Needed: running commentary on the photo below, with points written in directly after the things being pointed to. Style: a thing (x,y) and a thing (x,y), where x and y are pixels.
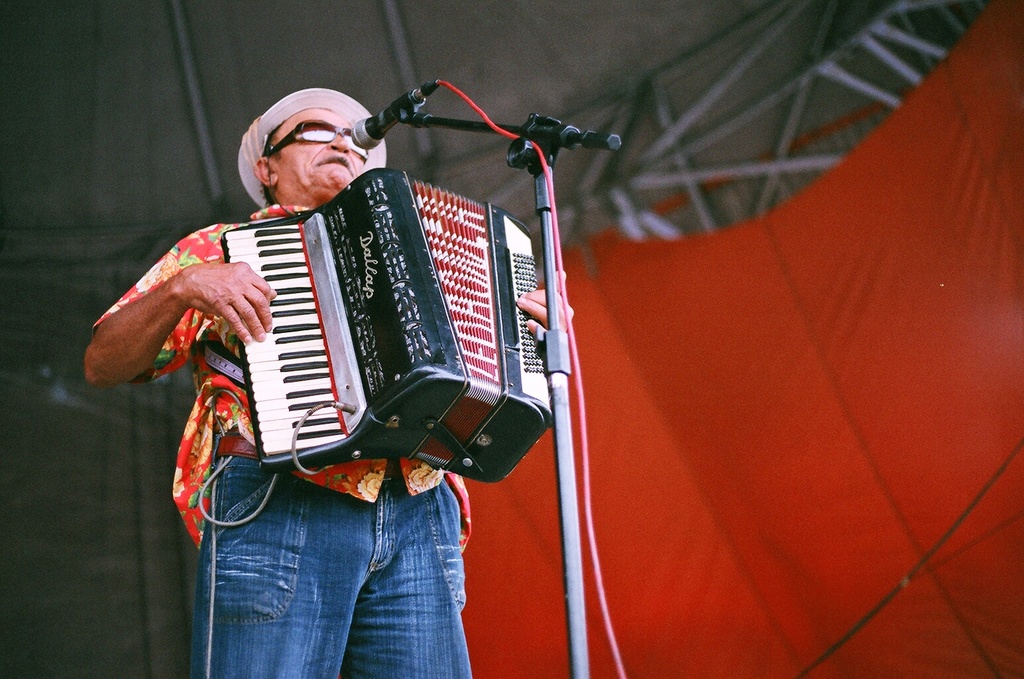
In this picture we can see a mic (411,108), goggles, cap (361,115), accordion (418,276), stand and a person (338,620) standing and in the background (692,283) we can see a red cloth (758,358) and rods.
